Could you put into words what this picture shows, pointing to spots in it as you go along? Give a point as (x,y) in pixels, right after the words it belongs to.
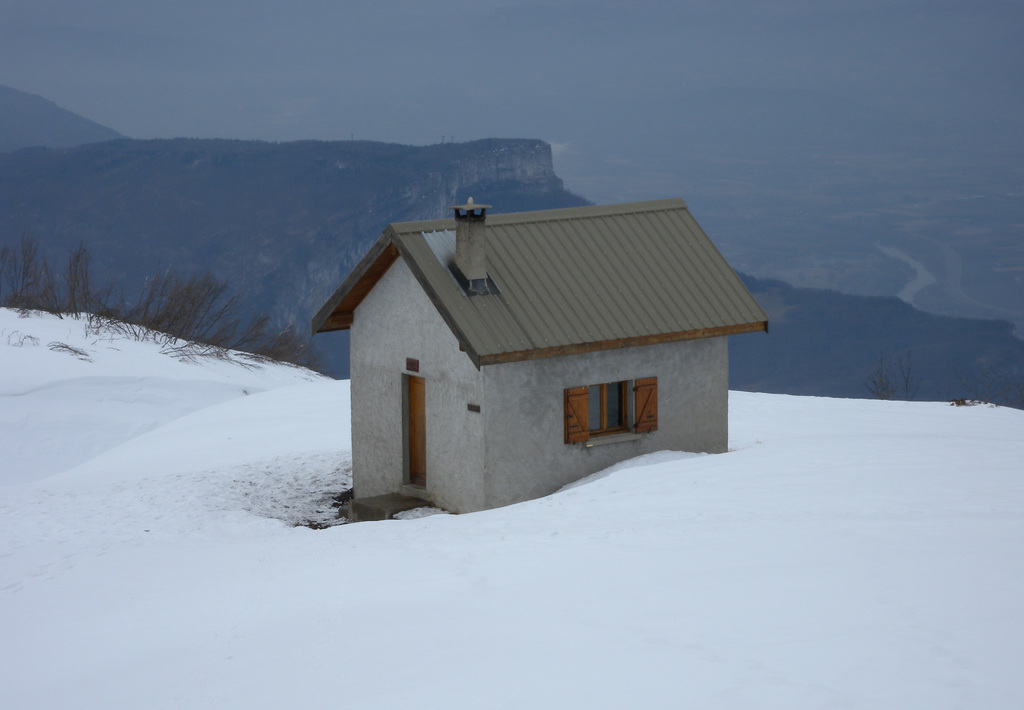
In this image there is a small house (538,390) in the snow (475,529). In the background (443,206) there are mountains (293,188). On the left side (145,300) there is small grass (199,318) in the snow (164,349).
